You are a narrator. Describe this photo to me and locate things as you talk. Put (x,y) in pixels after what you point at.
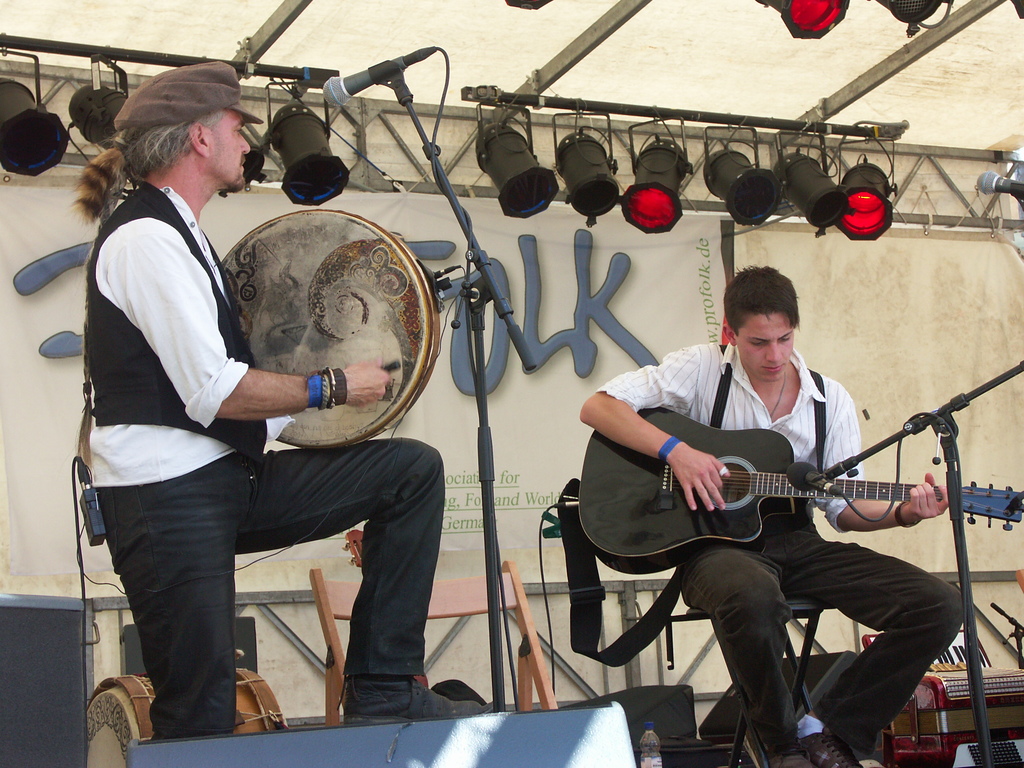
In this picture we can see two people (692,493), in the given image left side person (274,438) is playing drum (314,291) in front of microphone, and right side person (783,527) is seated on the chair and playing guitar (736,452) in front of microphone (814,470), in the background (3,54) we can see couple of lights (593,164).
